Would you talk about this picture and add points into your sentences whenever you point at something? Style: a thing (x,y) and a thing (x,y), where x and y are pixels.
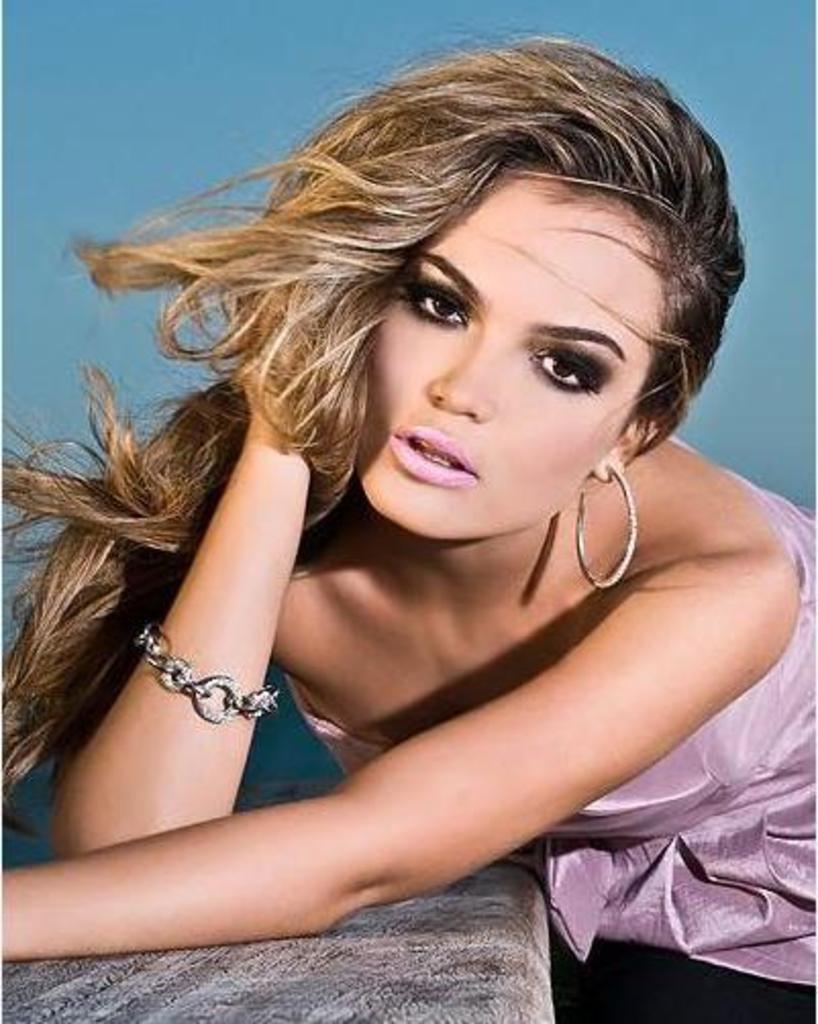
In this picture we can see a person (628,723) wearing pink color dress (704,837) and we can see an object (431,945). The background of the image (149,72) is blue in color.
